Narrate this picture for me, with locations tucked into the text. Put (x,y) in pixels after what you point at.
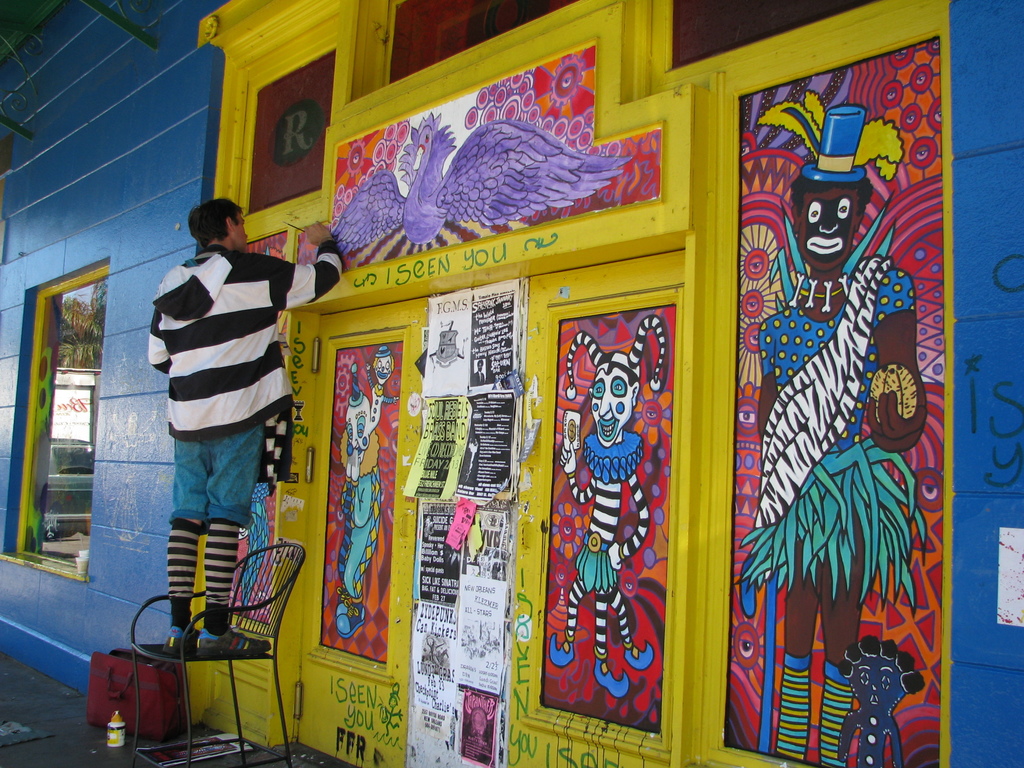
In this image there is a person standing on the chair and holding a paint brush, there is a bottle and a bag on the floor (116,756), and there are paintings (377,394) on the wall (281,725) and doors (402,472), papers (514,503) stick to the doors (414,433).
